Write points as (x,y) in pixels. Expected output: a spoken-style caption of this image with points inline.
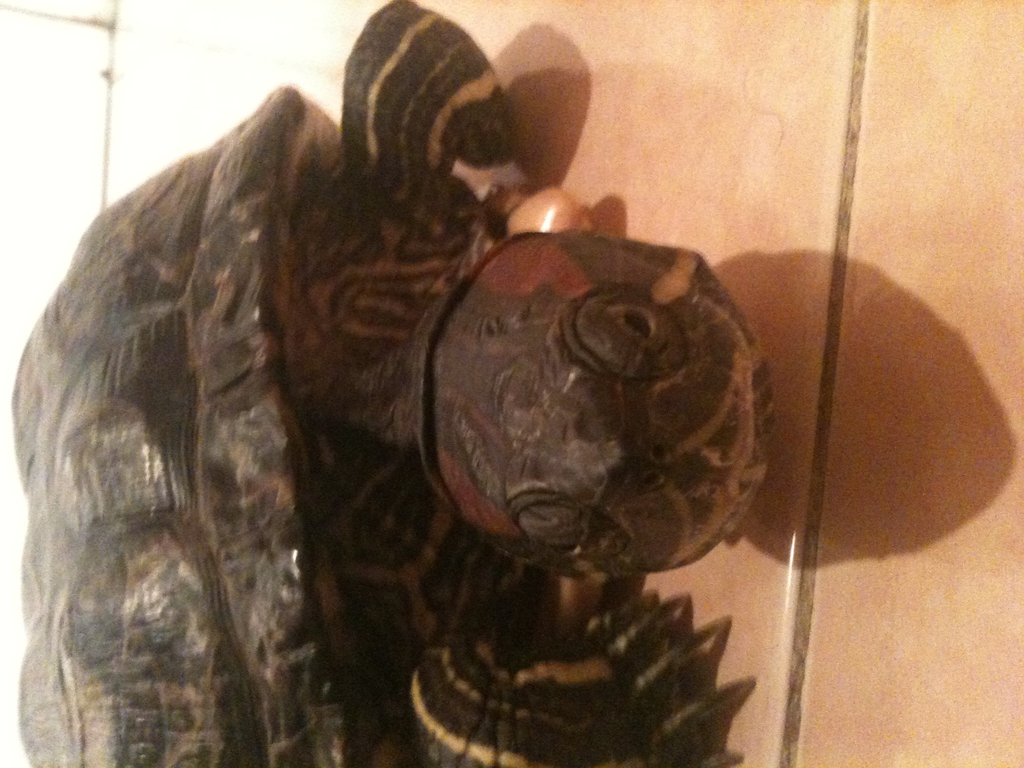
The picture consists of a turtle (392,371) on the floor (811,301).
